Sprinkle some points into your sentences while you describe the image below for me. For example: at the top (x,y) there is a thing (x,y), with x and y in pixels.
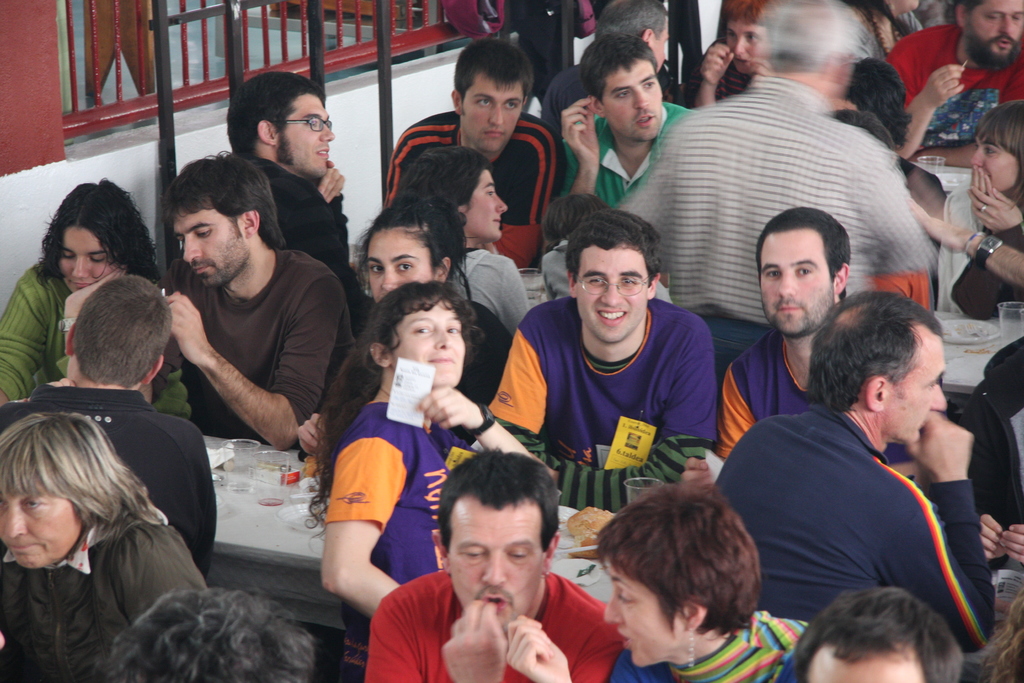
In this image we can see people (831,369) sitting and there are tables (233,496). We can see glasses (277,476), food (580,519) and plates (975,327) placed on the tables (984,347). In the background (31,42) there is a railing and a wall (423,104).
